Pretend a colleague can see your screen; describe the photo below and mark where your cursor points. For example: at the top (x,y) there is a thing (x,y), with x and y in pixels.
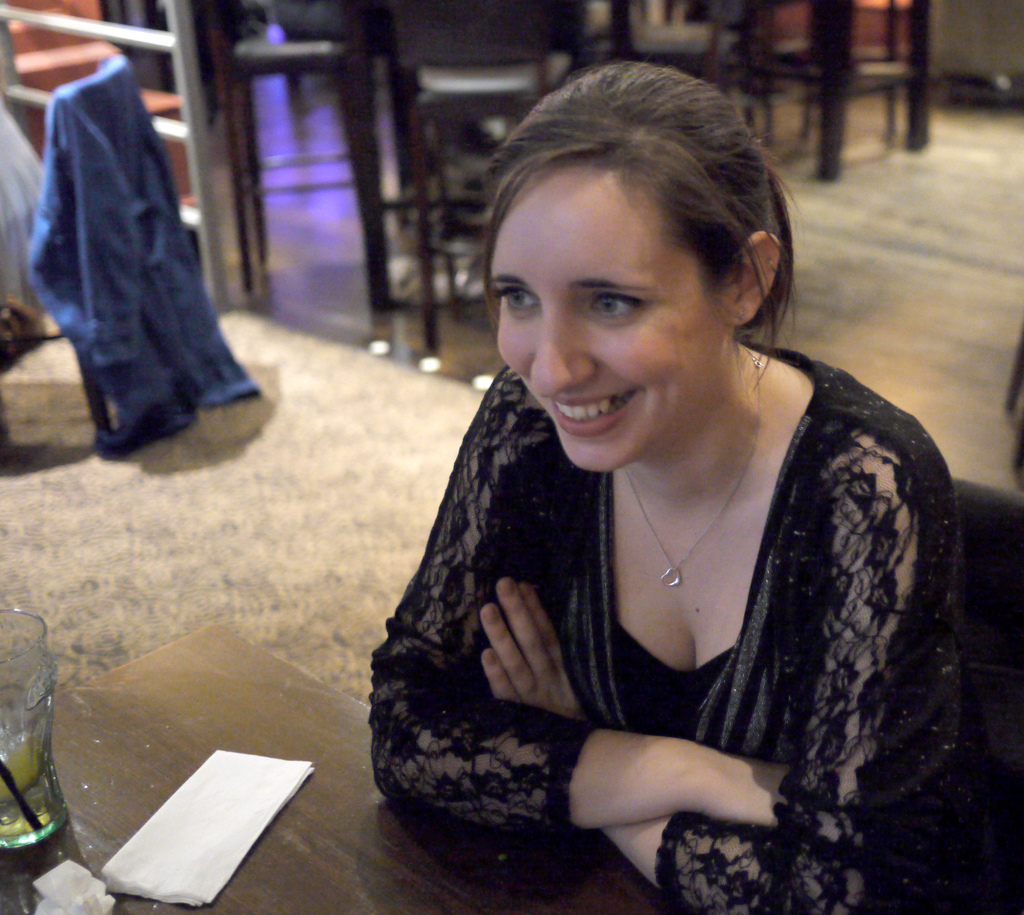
This is the woman (801,634) sitting on the chair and smiling. Here is the wooden table (105,747). I can see a glass (56,803) and tissue papers (133,861) placed on it. This looks like a cloth (147,257), which is blue in color. In the background (282,63), I can see the chairs (282,71).
